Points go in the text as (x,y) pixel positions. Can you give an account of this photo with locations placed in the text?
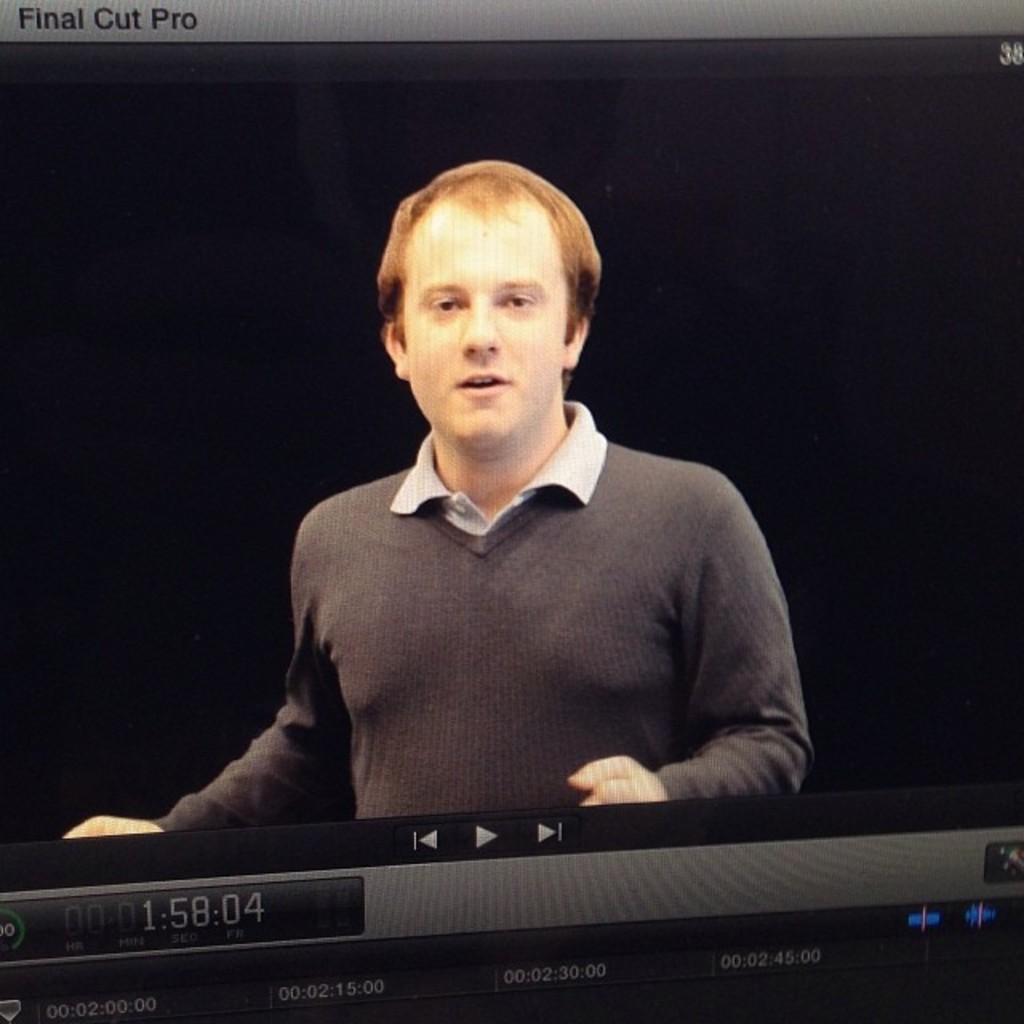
In this image there is a screen (550,711) in which we can see a person (472,546).
